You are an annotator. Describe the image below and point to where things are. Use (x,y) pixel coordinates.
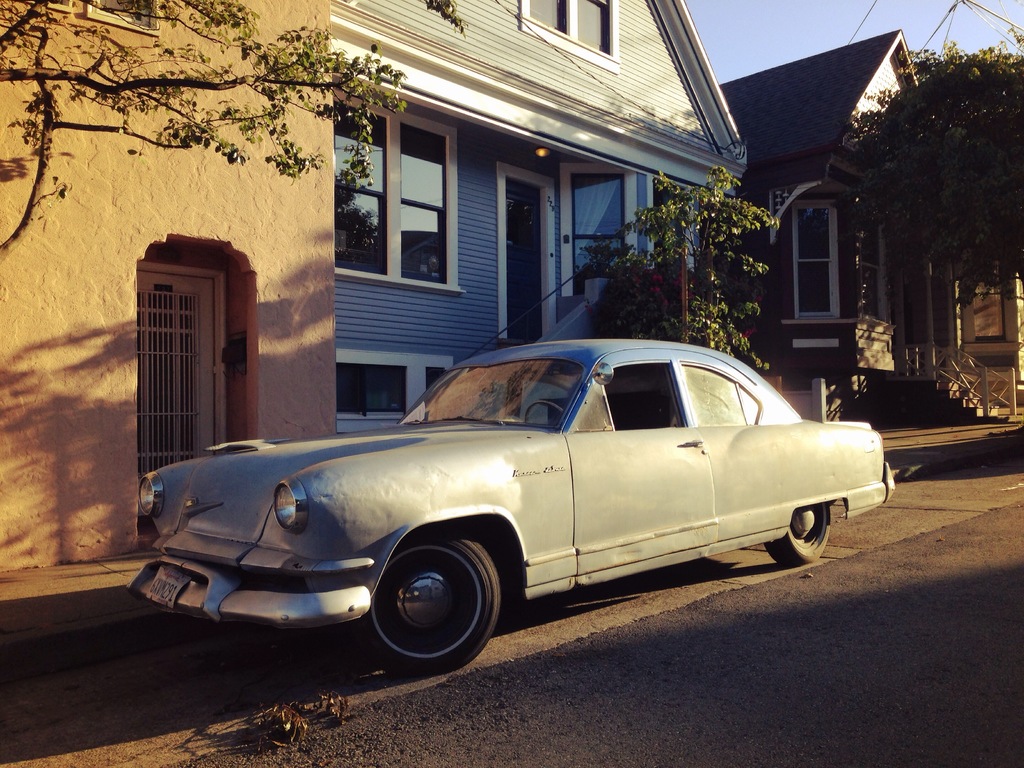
In the image there are two houses (687,150) and there is a wall (105,371) on the left side (260,435) and in front of the wall (290,237) there is a car (636,460) parked on the road (894,503), there are trees (695,222) in front of the houses (844,200).
